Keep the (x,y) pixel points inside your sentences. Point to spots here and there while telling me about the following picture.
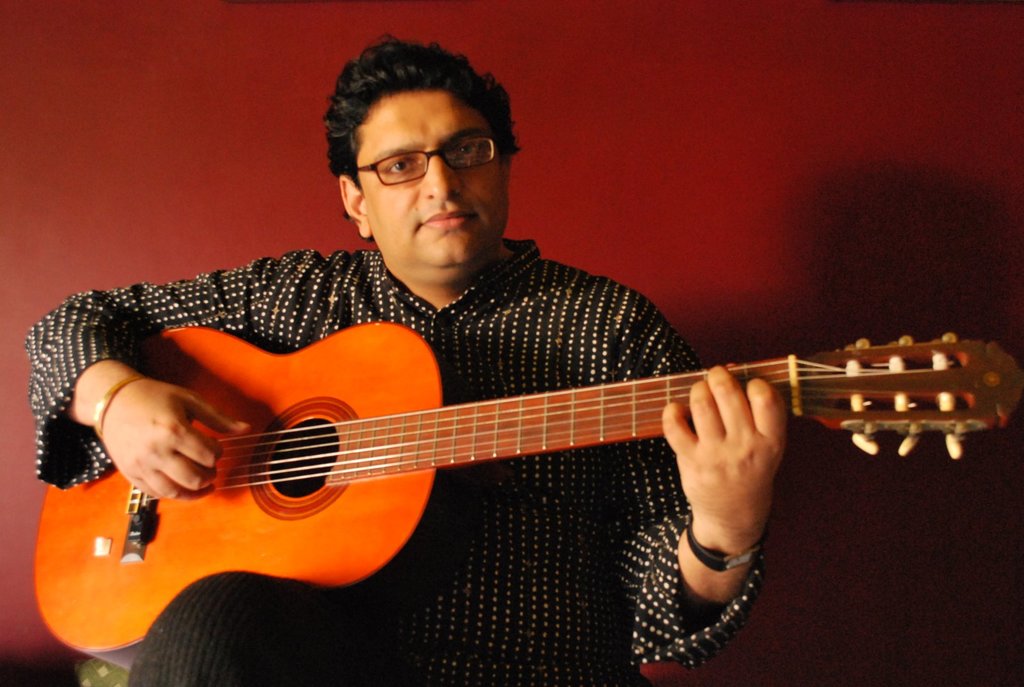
In this picture we can see a man (641,318) wearing spectacles (464,162) holding and playing guitar (537,444). On the background (620,107) we can see a wall (107,125) painted with red colour.
